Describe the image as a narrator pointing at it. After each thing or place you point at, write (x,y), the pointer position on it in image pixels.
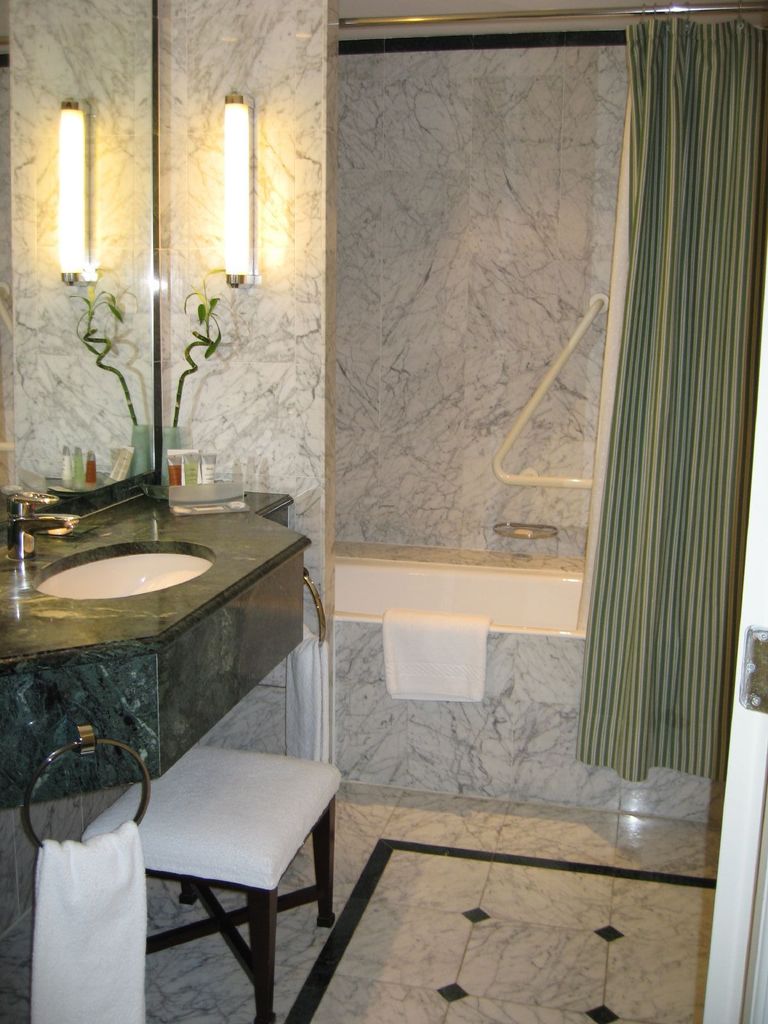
In this image I can see the sink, a tap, the mirror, a plant (225,270), the light (249,140), the wall (242,343) which is white and black in color, a towel (128,863) which is white in color, the bath tub (492,632) which is white in color and a towel (468,621) on the tub (472,607) and the curtain (662,510) which is green in color. To the right side of the image (758,813) I can see the door (732,737) which is white in color.
